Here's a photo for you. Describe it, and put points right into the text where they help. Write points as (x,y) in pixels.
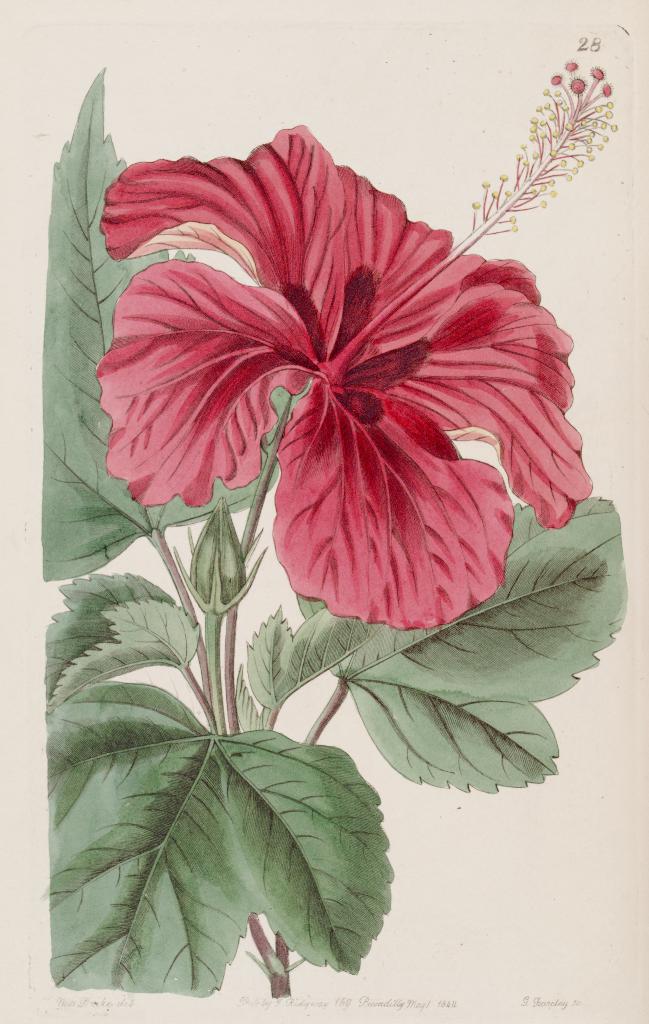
In the center of this picture (386,504) we can see the drawing (200,330) of a red color flower (274,364) and a bud (216,555) and we can see the leaves (200,820) of a plant (235,778). The background of the image (177,39) is white in color and we can see the text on the image.
